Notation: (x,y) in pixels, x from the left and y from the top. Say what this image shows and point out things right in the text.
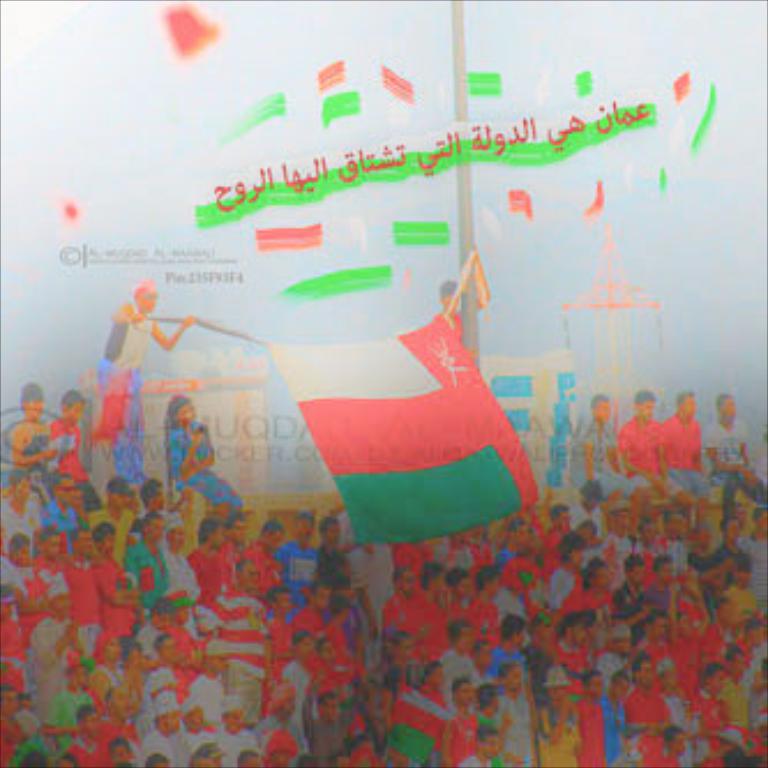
In this image we can see people (410,626) standing. There is text (353,449) at the center of the image (284,415). There is a flag (351,347). At the top of the image (616,106) there is some text (626,111).
